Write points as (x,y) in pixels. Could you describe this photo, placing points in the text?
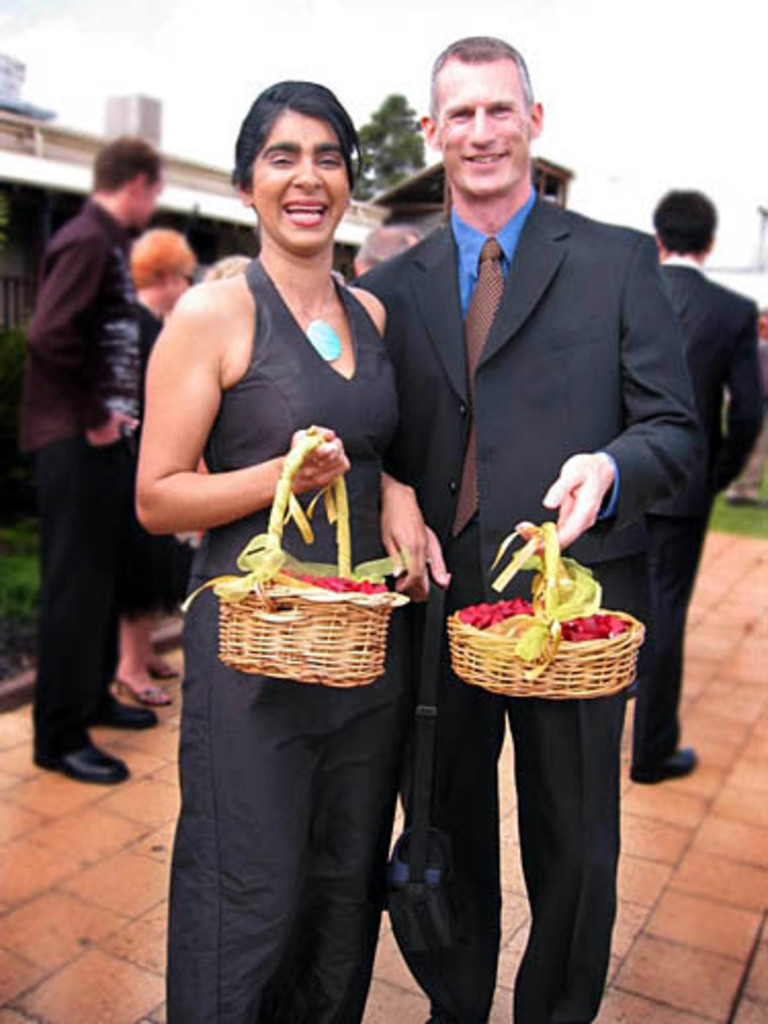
In this image I can see 2 people (303,418) standing, they are holding baskets (307,618) in their hands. There are other people (380,243), tree (387,168) and buildings (341,264) at the back (376,253). There is sky (579,51) at the top (579,51).
